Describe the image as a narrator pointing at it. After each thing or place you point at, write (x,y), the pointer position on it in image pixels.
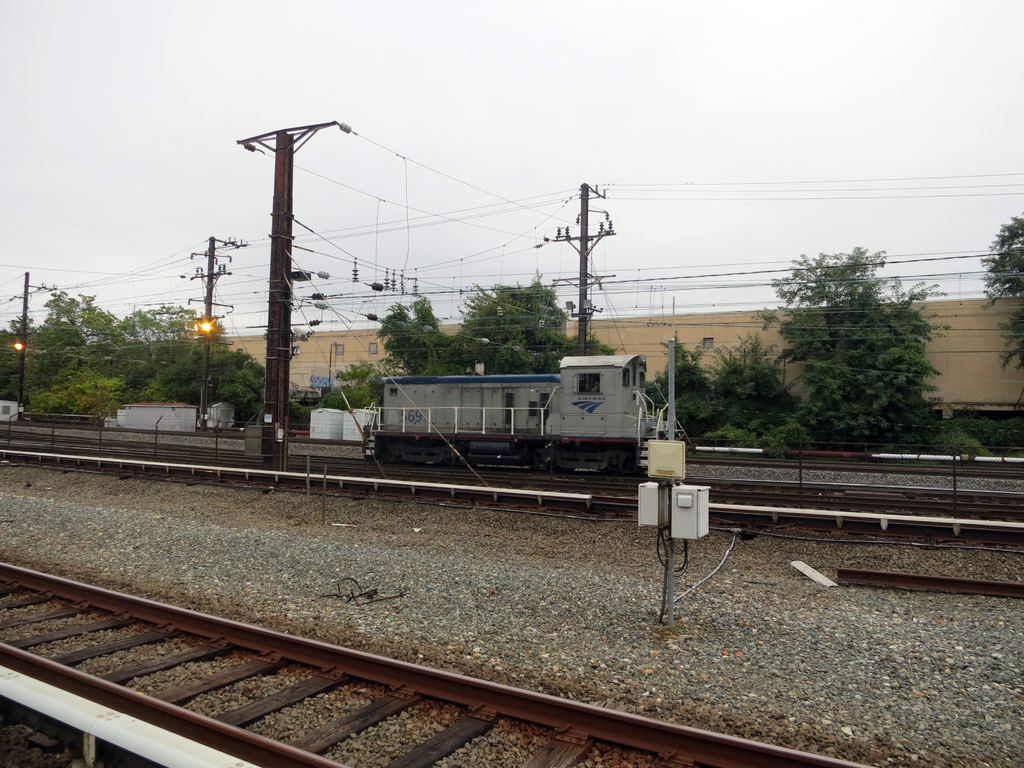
At the bottom of the picture (376,645), we see the concrete stones (412,710) and the railway tracks (348,714). In the middle (671,421), we see an electric pole (673,588) or a transformer (683,513). Behind that, we see a train (619,412) moving on the railway tracks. Beside that, we see the electric poles (278,356). On the left side (270,340), we see the electric poles (269,326). In the background (641,340), we see the poles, trees (391,335) and a building (657,341). At the top (646,158), we see the sky (571,172) and the wires (773,271).
